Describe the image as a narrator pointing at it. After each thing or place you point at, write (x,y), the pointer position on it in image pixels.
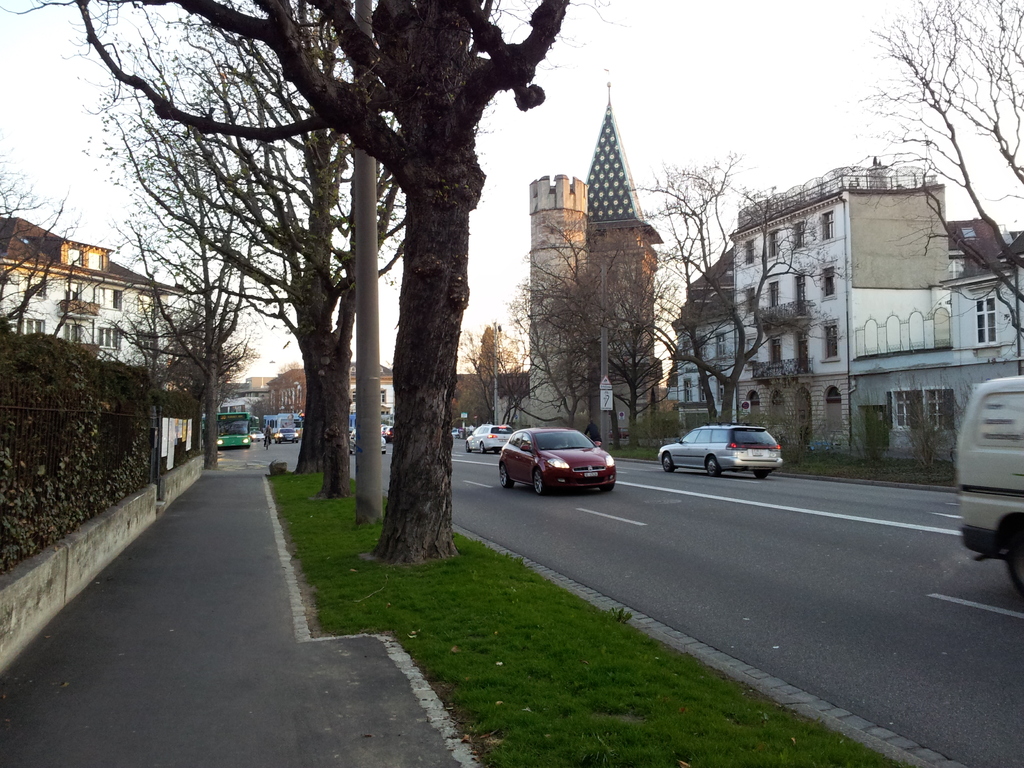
In this picture we can see few vehicles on the road (690,516), beside to the road (462,505) we can find few trees (415,282), buildings (651,287) and poles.
